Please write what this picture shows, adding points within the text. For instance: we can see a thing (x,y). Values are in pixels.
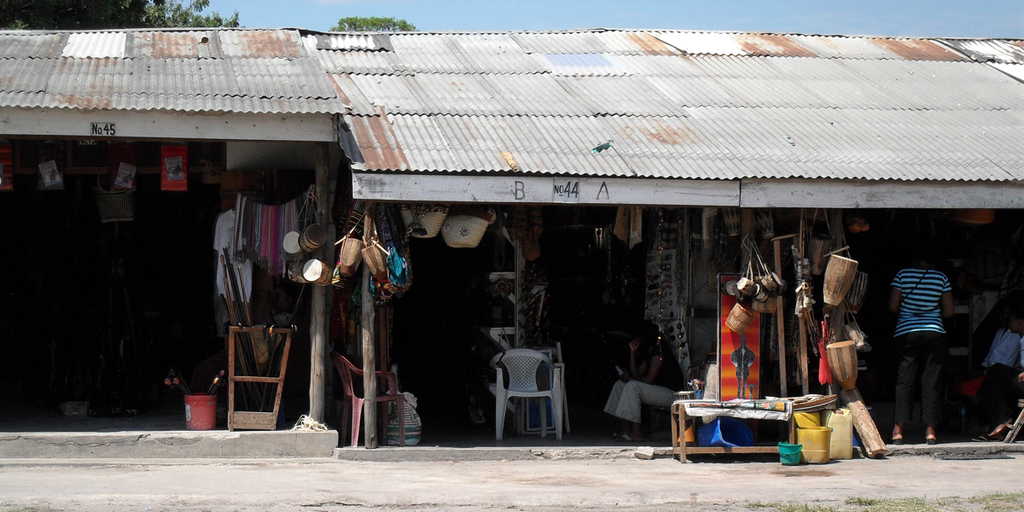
This image consists of a shed (470,169). It looks like there are shops (231,274). At the bottom (418,475), there is a road (617,481). In the front (515,367), we can see a chair (520,379). And there are few persons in this image. At the top (368,21), there are trees (141,1) along with the sky (292,1).
